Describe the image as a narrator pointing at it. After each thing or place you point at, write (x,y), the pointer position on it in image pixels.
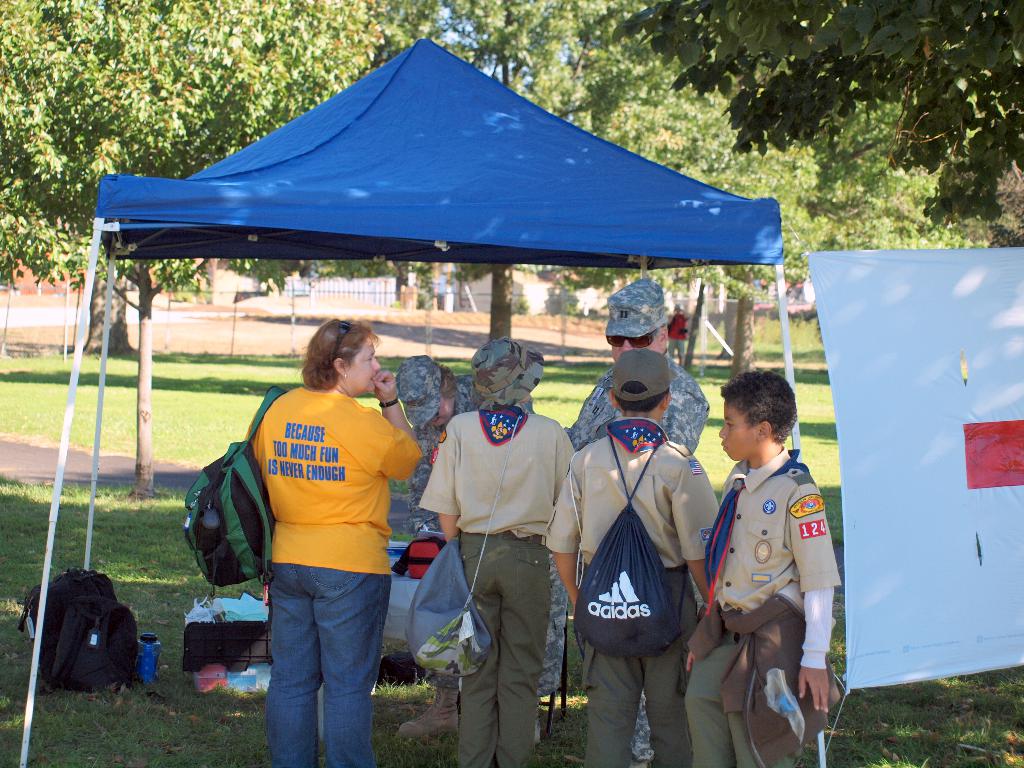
This image is taken outdoors. In the background (608,88) there are many trees (811,138) and there is a wooden fence (364,286). There are a few plants (566,302). At the bottom of the image (140,730) there is a ground (162,728) with grass (918,736) on it. On the right side of the image (884,340) there is a banner (850,472). In the middle of the image (526,258) there is a tent (376,206) and there are a few things (228,666) on the ground (172,663). A few people (490,532) are standing on the ground (142,725) and they have worn backpacks (445,571) and caps (651,377).
